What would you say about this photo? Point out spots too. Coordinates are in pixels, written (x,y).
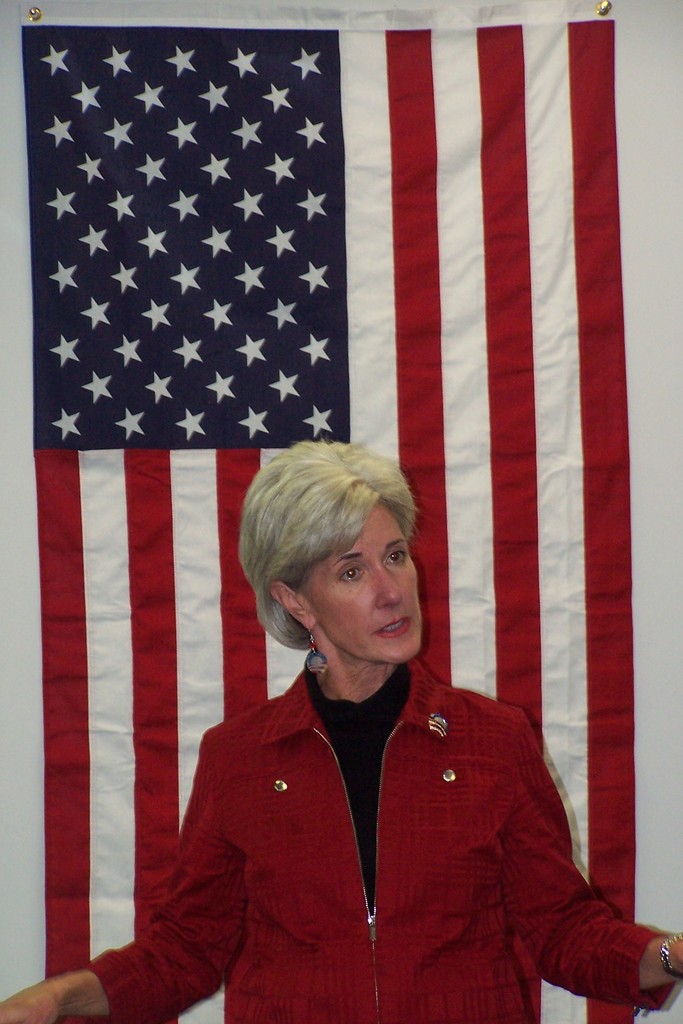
In this picture I can observe a woman (278,826) wearing red color shirt (421,840). Behind the woman (328,806) there is a national flag (189,434) on the wall (1,8).
